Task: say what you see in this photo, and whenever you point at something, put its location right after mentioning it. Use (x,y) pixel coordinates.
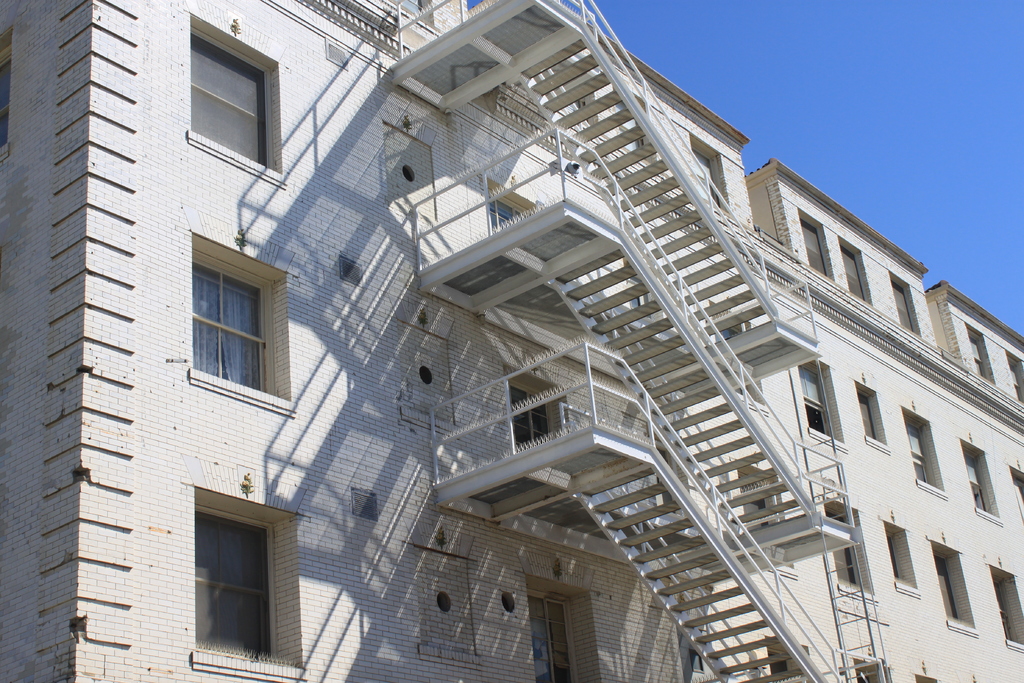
Here in this picture we can see a building (821,274) with number of windows (872,404) present on it and in the middle (589,252) we can see staircases (523,244) present and we can see the sky (931,99) is clear.
